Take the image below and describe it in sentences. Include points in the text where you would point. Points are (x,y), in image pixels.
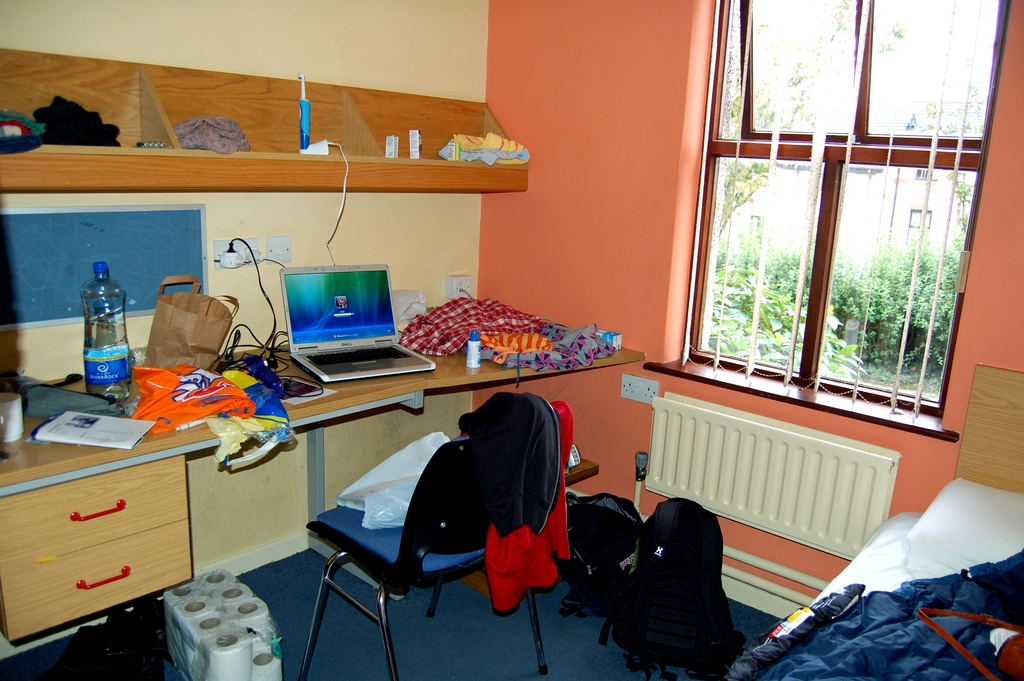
This is a desk (331,402). laptop (345,350), water bottle (120,365), bag (205,328), clothes (487,335) and some other objects (64,433) are placed on the desk (187,434). This is a chair (432,525) with some clothes (515,499) on it. I can see some tissue paper rolls (224,629) placed on the floor (174,666). At the right corner of the image (922,545) I can see a bed (964,610) with blanket (972,626) on it. And this is a window (803,169) with blinds (851,134). I can see trees (887,296) through the window (887,299). This is a wall (356,42) and this is a socket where cables (258,265) are connected.
